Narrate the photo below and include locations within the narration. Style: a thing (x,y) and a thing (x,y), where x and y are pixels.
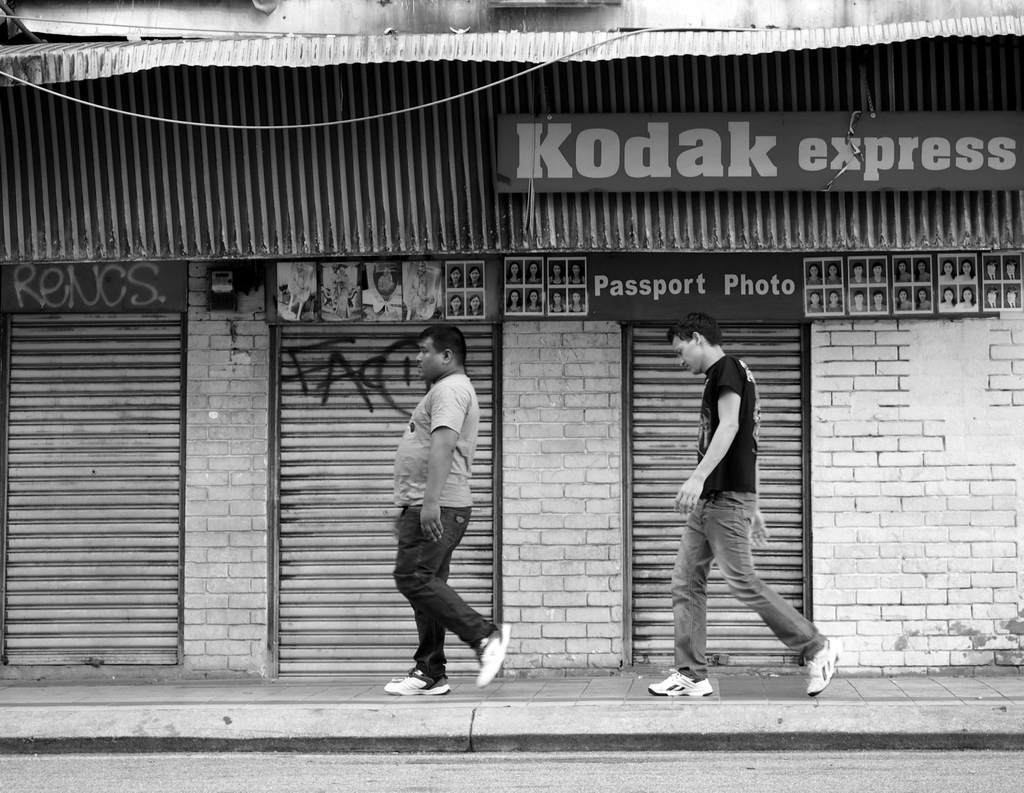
In the picture I can see two men (444,547) are walking on the ground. In the background (276,600) I can see shops (502,322), shutters (179,390), a building (505,317) and boards (659,187) on which there is something written on it. This picture is black and white in color.
